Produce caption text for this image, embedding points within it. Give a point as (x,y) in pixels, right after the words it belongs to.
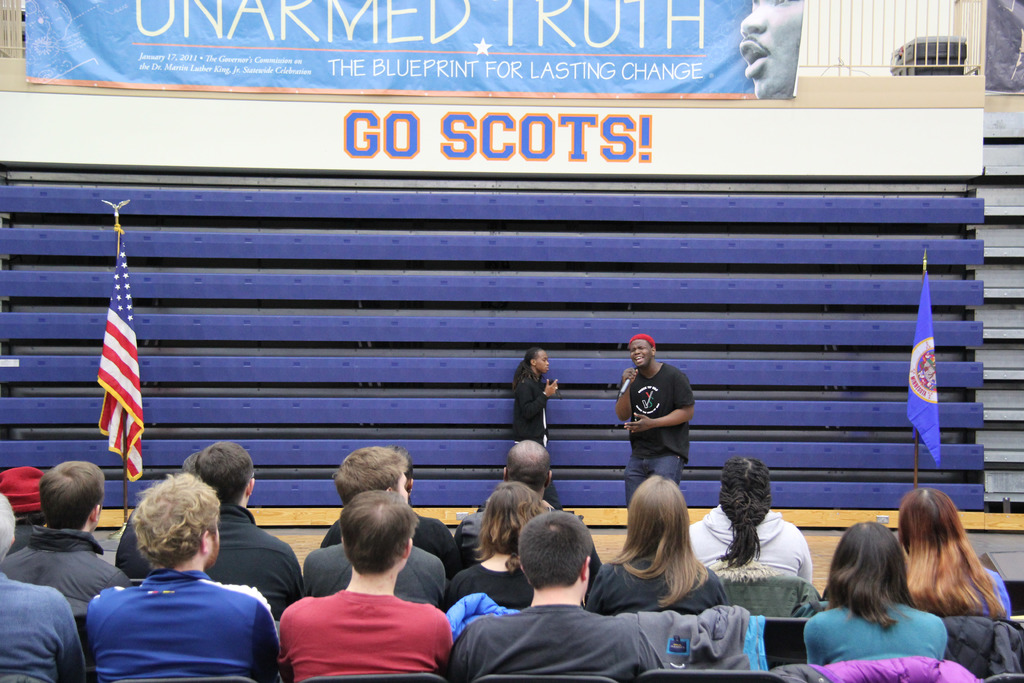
In this image there are two persons (540,368), one person (638,389) holding a mike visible in front of bleachers (311,236), above the bleachers (747,324) there is a banner (775,55) and there are two flags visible in front of bleachers (961,396), at the bottom (188,521) there are few people (534,521) sitting on chair (1019,674), on the banner (525,38) there is a text (277,62) and person image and symbol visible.
